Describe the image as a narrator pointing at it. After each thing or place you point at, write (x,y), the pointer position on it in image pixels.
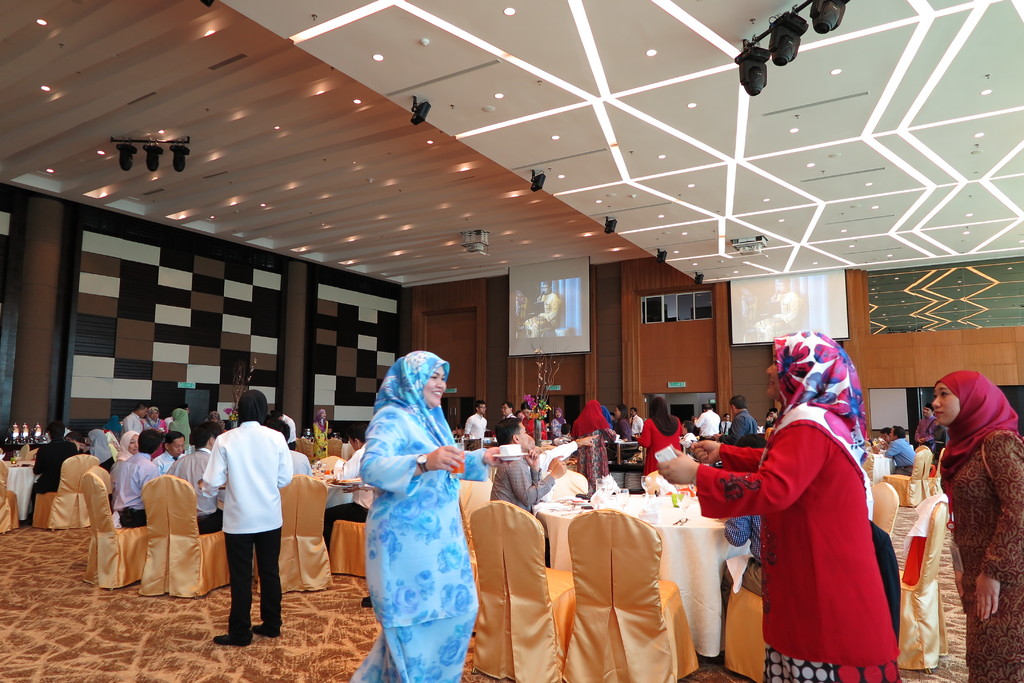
In this image we can see a group of people (446,379) standing on the floor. In that a woman (420,413) is holding a cup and a glass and the other is holding a mobile phone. On the backside (573,489) we can see a group of people (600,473) sitting on the chairs (608,539) beside the tables (559,540) which are decorated with cloth (557,522) and flower pots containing some glasses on it. We can also see two display screens (555,280), a window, name boards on a wall (617,405) and some ceiling lights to a roof (593,181).
